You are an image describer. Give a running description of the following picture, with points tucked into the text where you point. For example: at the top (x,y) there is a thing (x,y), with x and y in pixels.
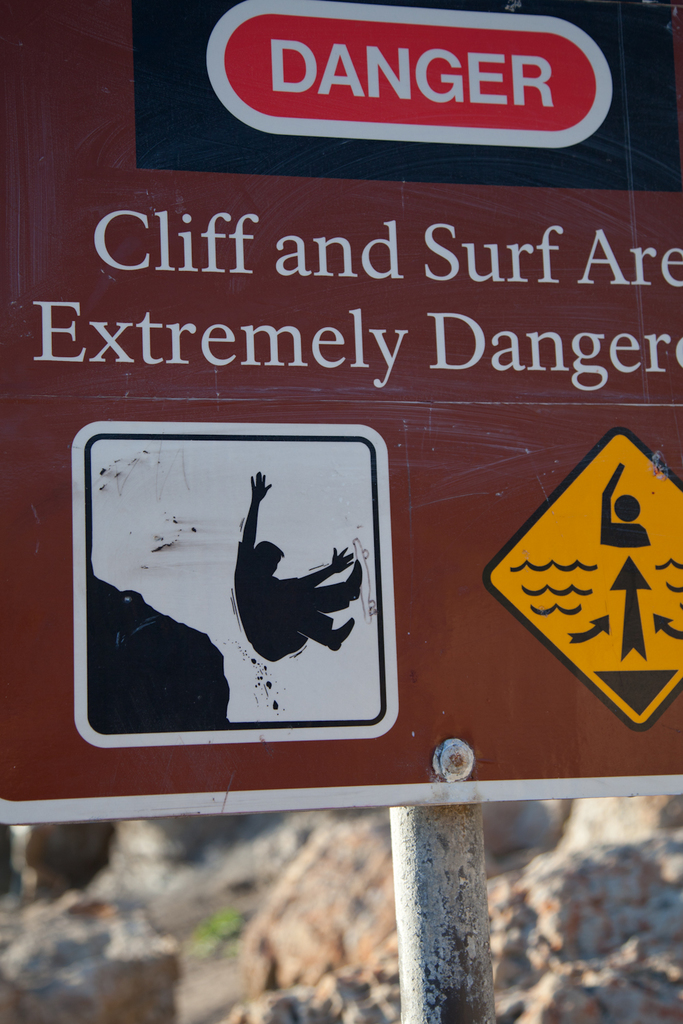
In this image I can see a board (121,573) which is in brown color attached to a pole (441,912), on the board (583,559) I can see something written on it. Background (634,941) I can see rocks (326,924).
